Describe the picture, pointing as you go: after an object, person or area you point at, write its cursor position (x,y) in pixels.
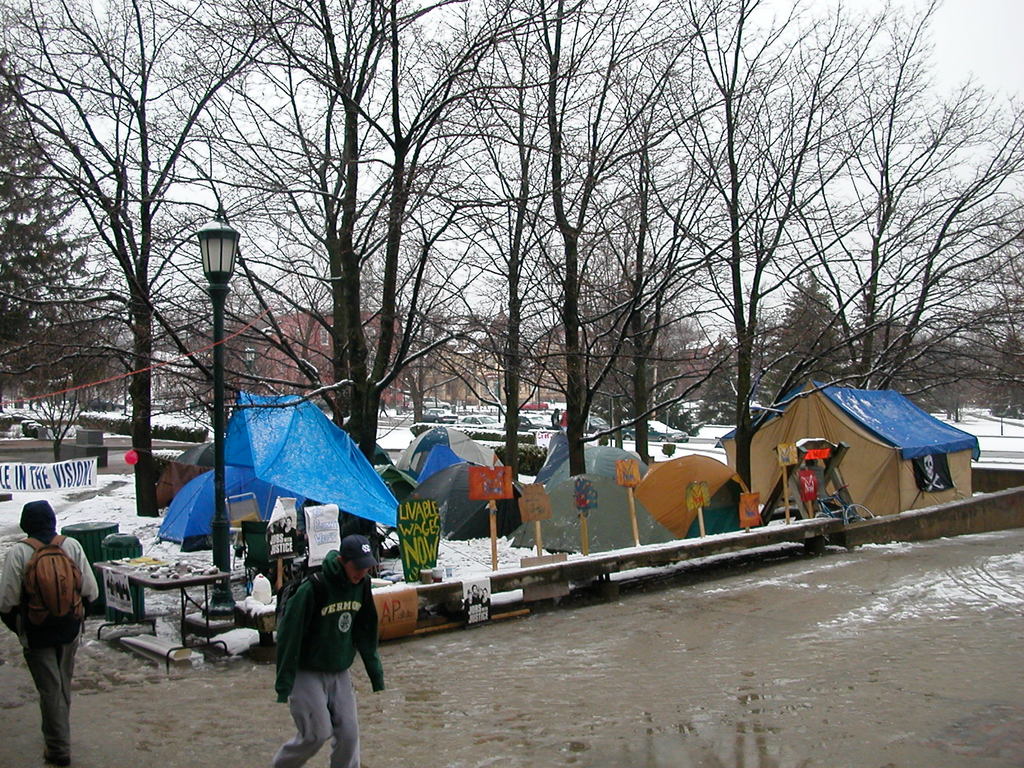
The picture is clicked outside a city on the street (714,603). In the foreground of the picture (285,632) there is road (599,667), on the road (234,665) there are people (40,637) walking. In the center of the picture (373,431) there are trees (367,430), hoardings (15,474), tents (457,440), railings (569,561) and a street light (214,368). In the background (187,382) there are cars (434,416), trees (660,338), plants (530,450) and buildings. Sky (806,6) is cloudy. In the background (1000,438) there is snow (987,430).
